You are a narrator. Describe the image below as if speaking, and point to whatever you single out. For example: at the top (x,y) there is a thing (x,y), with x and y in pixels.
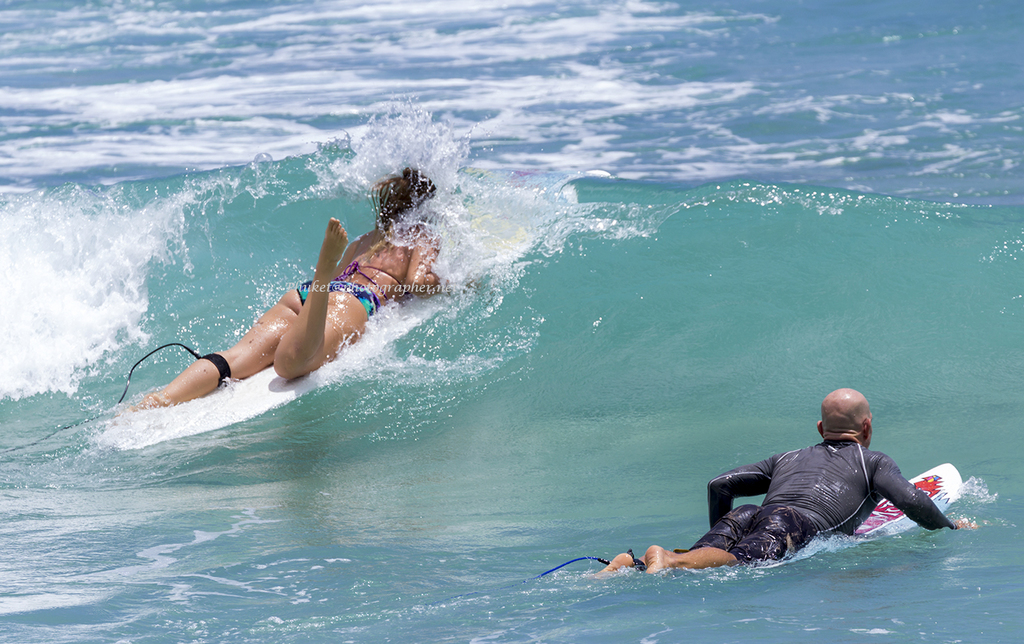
In this image I see a woman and a man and both of them are lying on the surf board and they are on the water (292,9).
